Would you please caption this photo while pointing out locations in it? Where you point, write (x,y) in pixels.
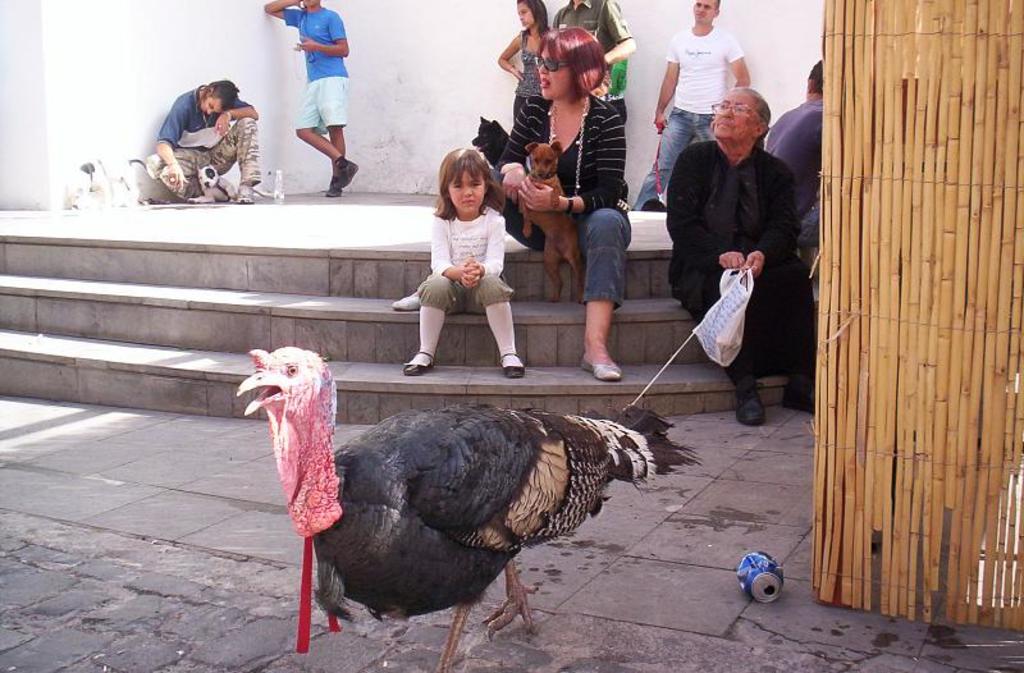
At the bottom of the image (366,515) there is a bird (424,504). In the background (432,272) we can see people (566,191) sitting and some of them are standing. There are dogs (549,252) and we can see a bottle (281,194). In the background (366,75) there is a wall (651,37). On the right (869,10) there is a fence (903,381).
